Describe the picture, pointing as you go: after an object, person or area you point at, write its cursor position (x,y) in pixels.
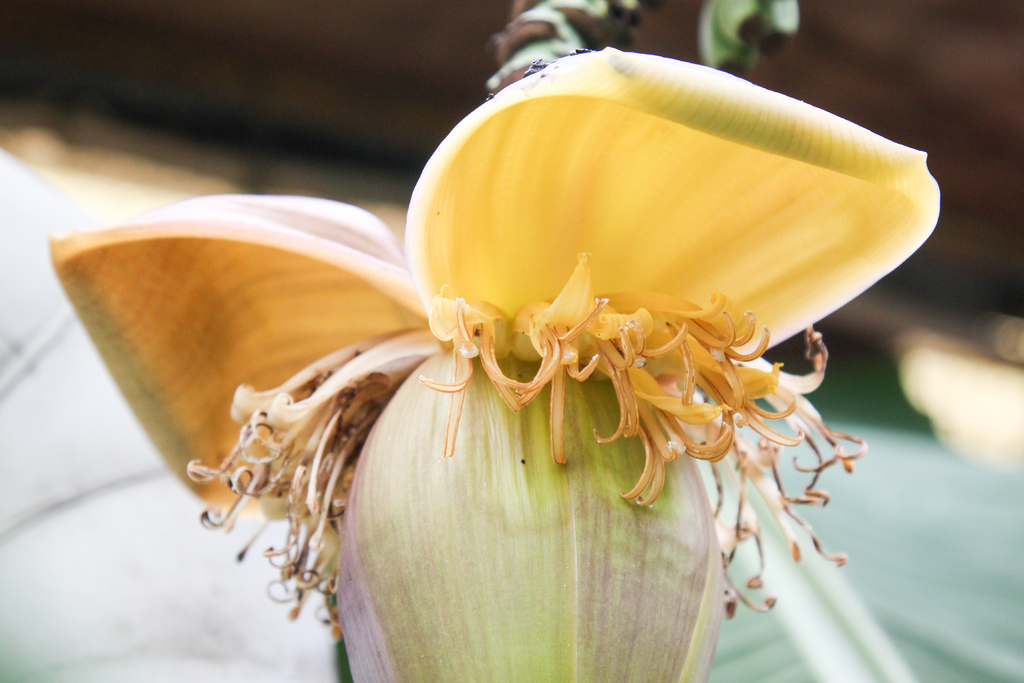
In this image we can see a banana flower (577,468).
